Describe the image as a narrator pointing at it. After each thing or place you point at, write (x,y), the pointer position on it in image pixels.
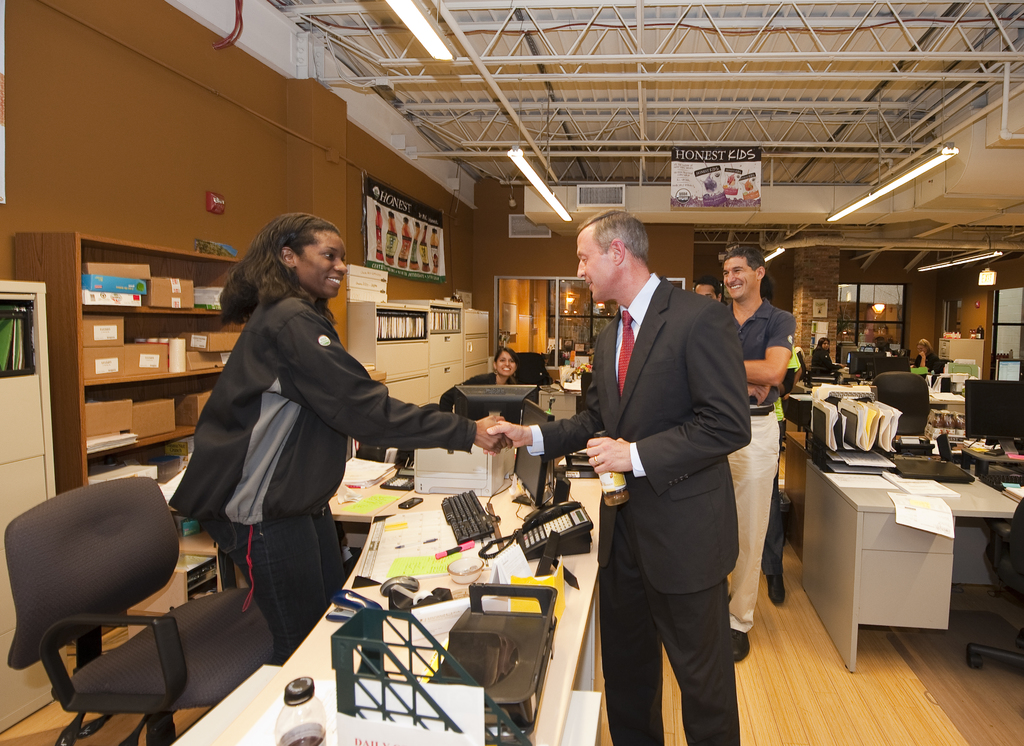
This is a picture taken in a room (727,570), there are a group of people (709,415) some are sitting and some are standing on floor (820,702) in front of these people (625,535) there is a table (513,507) on the table (374,587) there are bottle (308,701), paper (392,563), pen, keyboard (460,520), telephone (535,520), mobile (415,504), printer (486,478) and a monitor (516,475). Behind the people (325,400) there are lockers (391,371), shelf (143,331) and in shelf (147,318) there are some boxes (122,322). Background of the people (354,372) is a wall (181,235) and there are lights (547,189) on the top (700,187) and banner (692,192).
